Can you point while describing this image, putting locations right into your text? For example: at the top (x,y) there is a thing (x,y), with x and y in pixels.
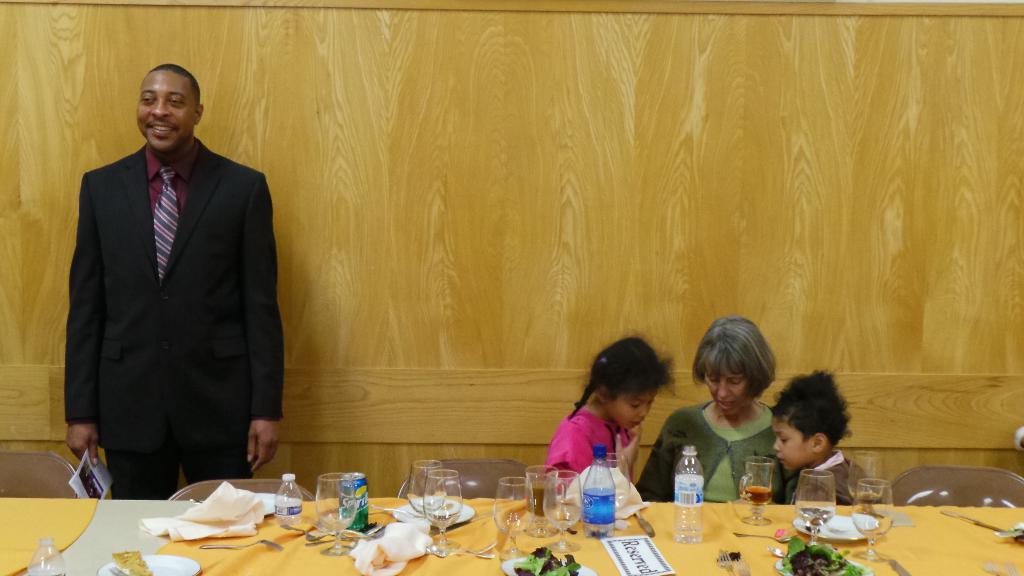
In this picture there is a guy (189,144) standing to the left side (133,411) and two kids (650,397) and a woman (749,420) are sitting on the table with food eatables (799,560) on top of it.
